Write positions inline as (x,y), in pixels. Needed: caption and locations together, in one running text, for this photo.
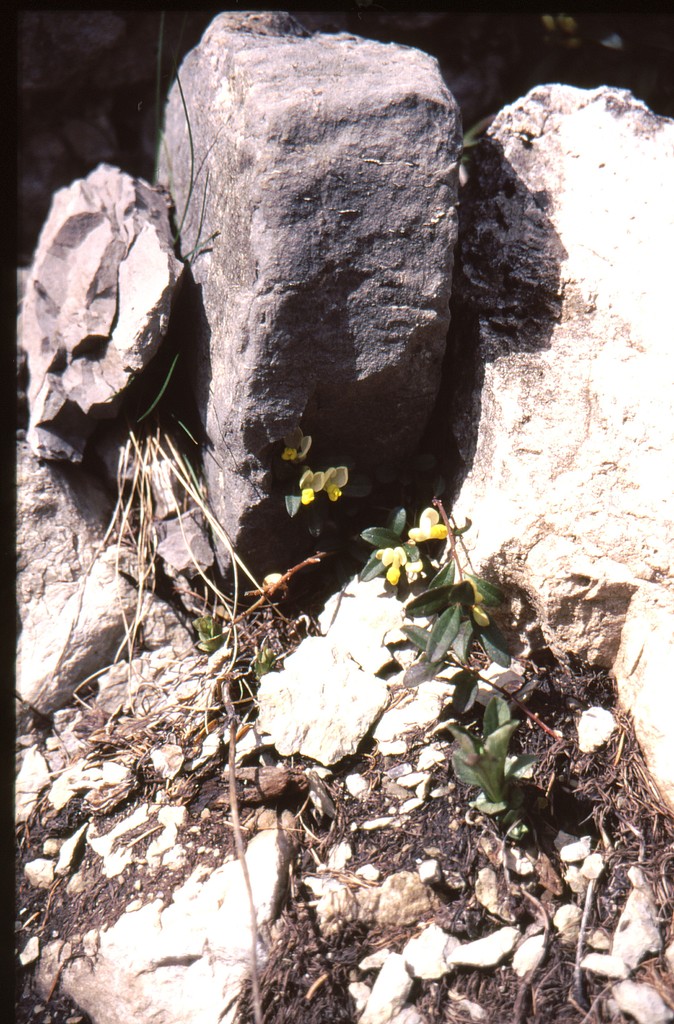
In this image there are rocks (573,361). There are plants (319,479), dried stems (136,482) and dried leaves (345,933) on the rocks (387,959). At the top (81,50) it is dark.
